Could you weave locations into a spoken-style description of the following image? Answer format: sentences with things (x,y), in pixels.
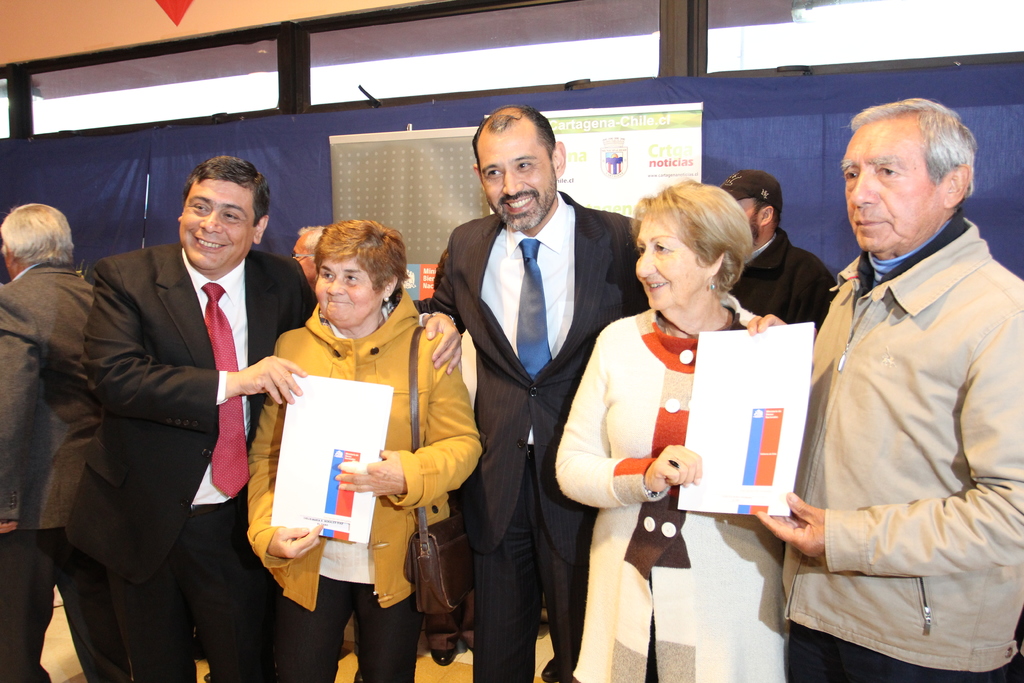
In this picture we can see people (258,583) standing and holding a certificate (280,489). These people (370,353) are looking and smiling at someone.
